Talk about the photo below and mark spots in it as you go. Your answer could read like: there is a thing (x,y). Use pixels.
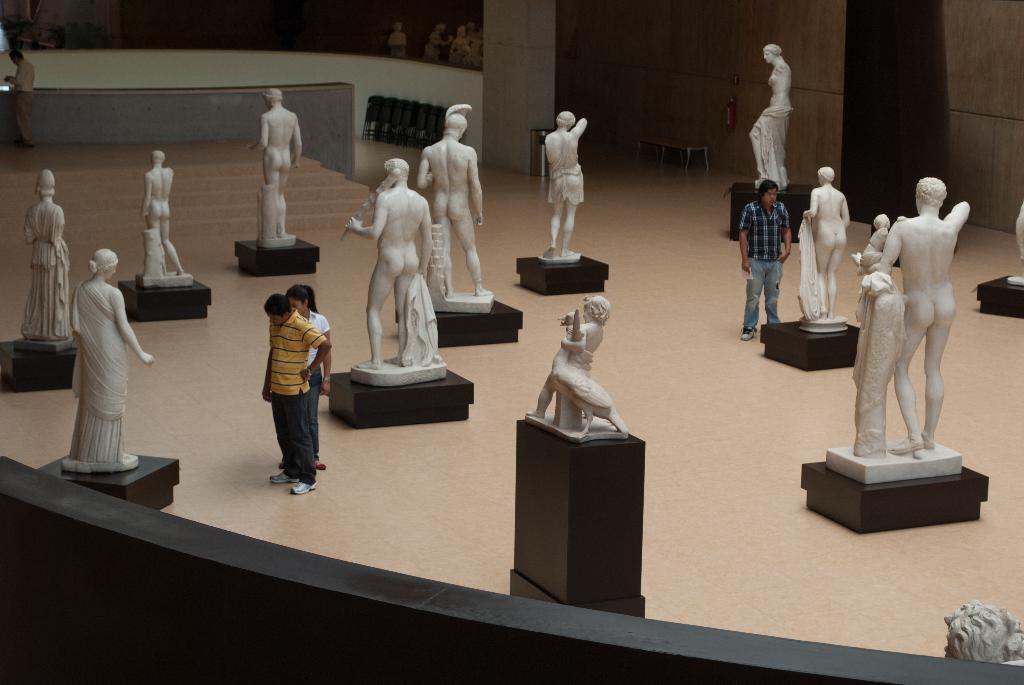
In this picture I can observe statues (420,267) of human beings (95,399) on the floor (335,355). There are some people (774,229) in this picture. In the background (460,68) there is a wall (626,56).
